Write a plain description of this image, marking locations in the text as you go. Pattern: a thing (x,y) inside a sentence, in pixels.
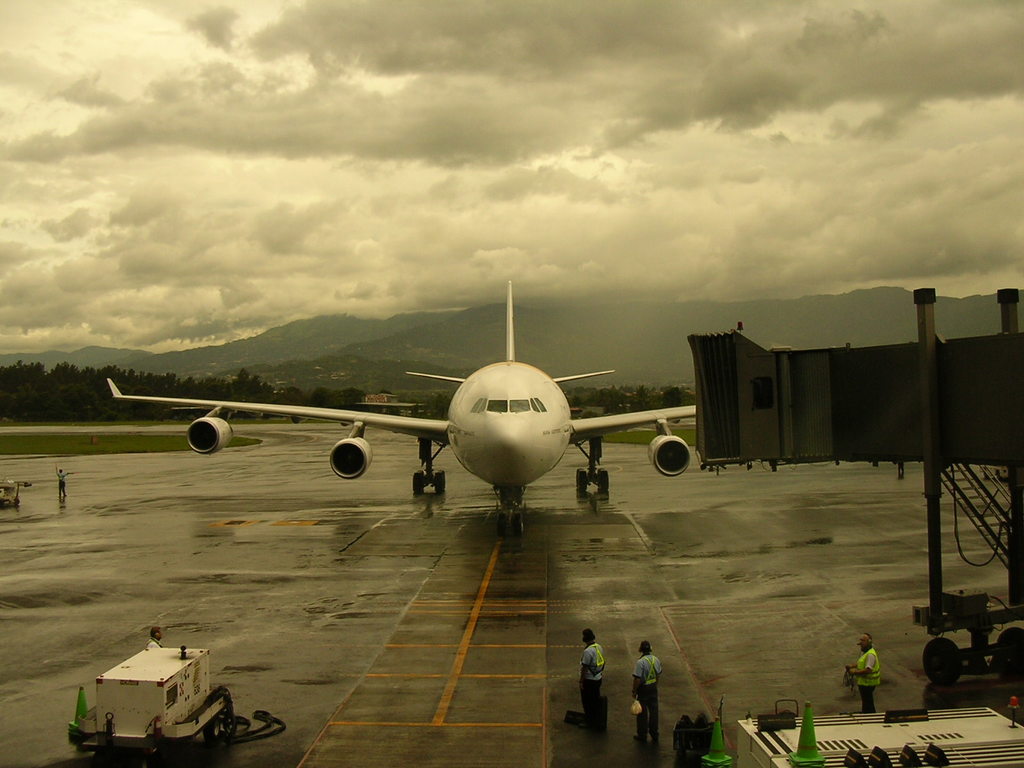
In this image there is the sky (472,136) towards the top of the image (472,141), there are clouds (463,148) in the sky (635,157), there are mountains (537,303), there are trees (86,389) towards the left of the image (57,385), there is an airplane (479,442) on the ground (479,589), there are men (644,679) standing on the ground (487,651), they are holding an object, there are objects (147,727) towards the bottom of the image (153,663), there is an object (11,491) towards the left of the image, there is grass (108,443) towards the left of the image (109,435).
